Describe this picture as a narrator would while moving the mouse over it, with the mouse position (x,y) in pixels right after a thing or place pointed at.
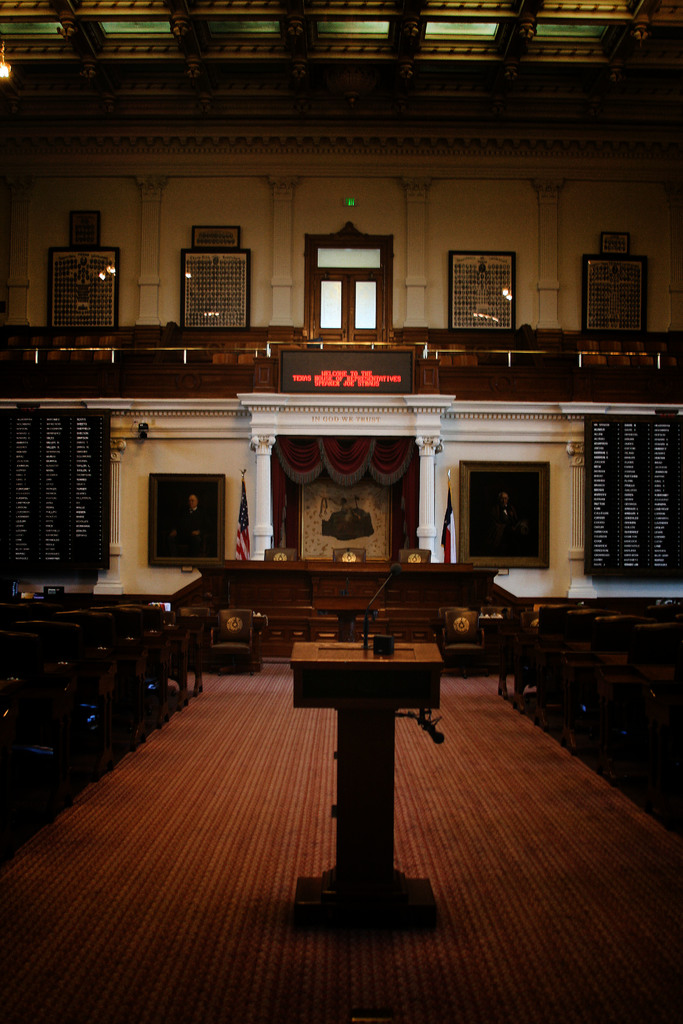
In this image in the center (340,672) there is a podium (363,752) and on the podium (382,665) there is a mic (367,615). On the left side (88,661) there are empty benches (129,671) and in the background (60,502) there are flags (246,549), there are boards (99,524) with some text (629,537) written on it and there are frames (306,513) on the wall (121,507) and on the right side (589,657) there empty benches (611,666).
